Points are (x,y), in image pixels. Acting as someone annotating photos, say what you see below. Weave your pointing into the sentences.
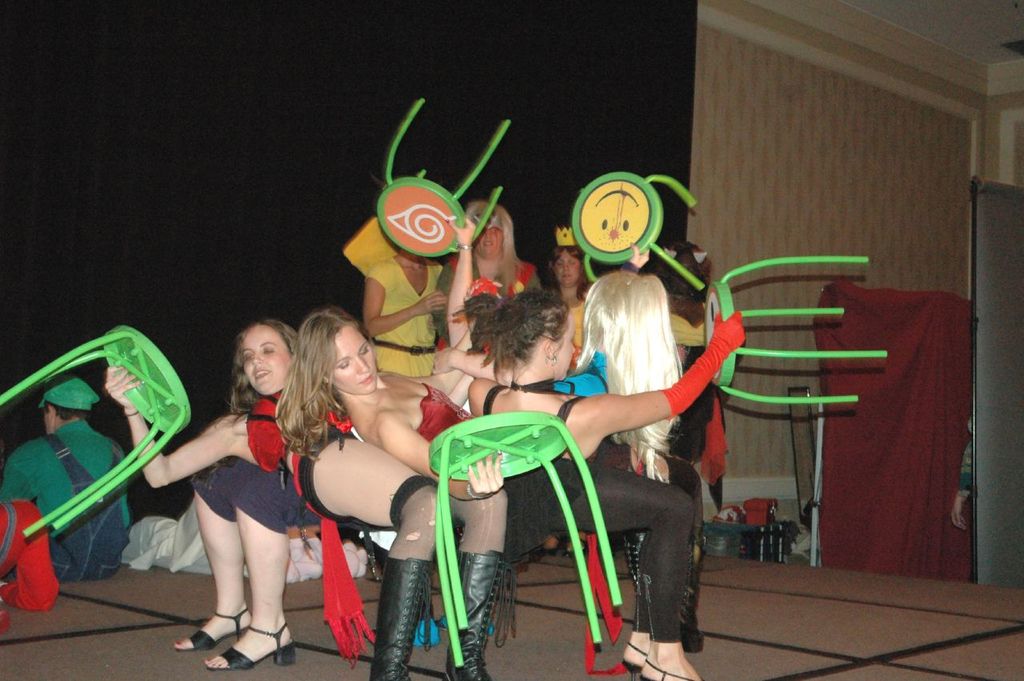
In this image we can see the persons (414,503) dancing on the stage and holding chairs (492,199). There are a few people (386,383) sitting and few people (379,295) standing on the stage (782,676). And at the back (911,371) we can see the cloth (878,359), stand (815,528), wall (763,168), stick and a few objects (736,519).
